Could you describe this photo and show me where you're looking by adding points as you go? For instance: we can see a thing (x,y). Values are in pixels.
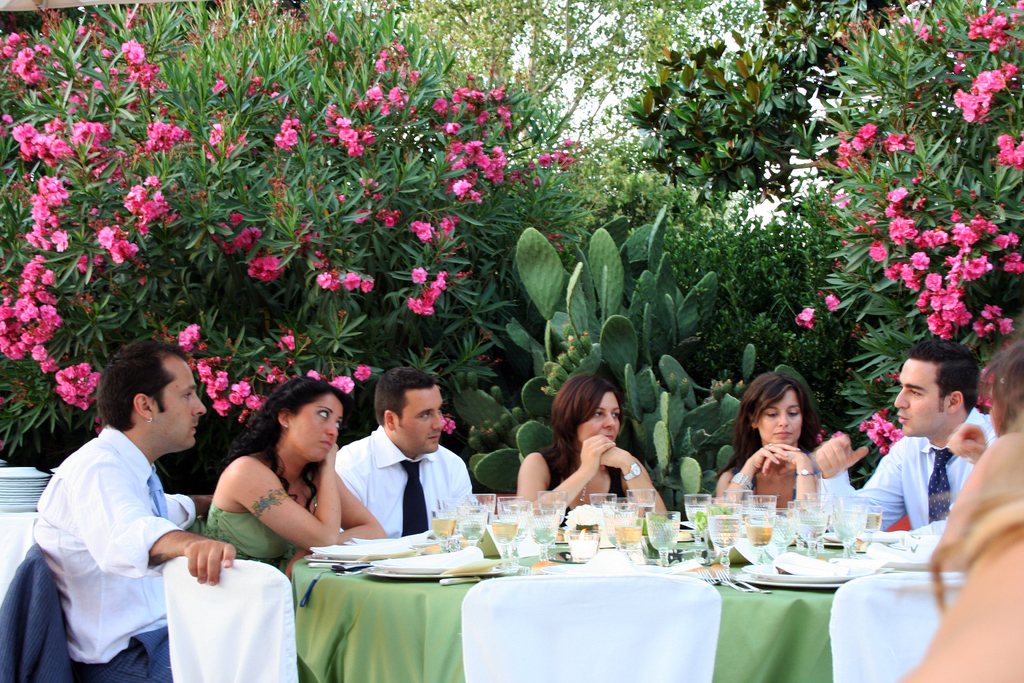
As we can see in the image there are trees (415,163), flowers (248,400), few people (115,479) sitting on chairs (169,624), table (358,634) covered with green color cloth (389,625). On table (390,614) there are plates (437,568) and glasses (622,535).
